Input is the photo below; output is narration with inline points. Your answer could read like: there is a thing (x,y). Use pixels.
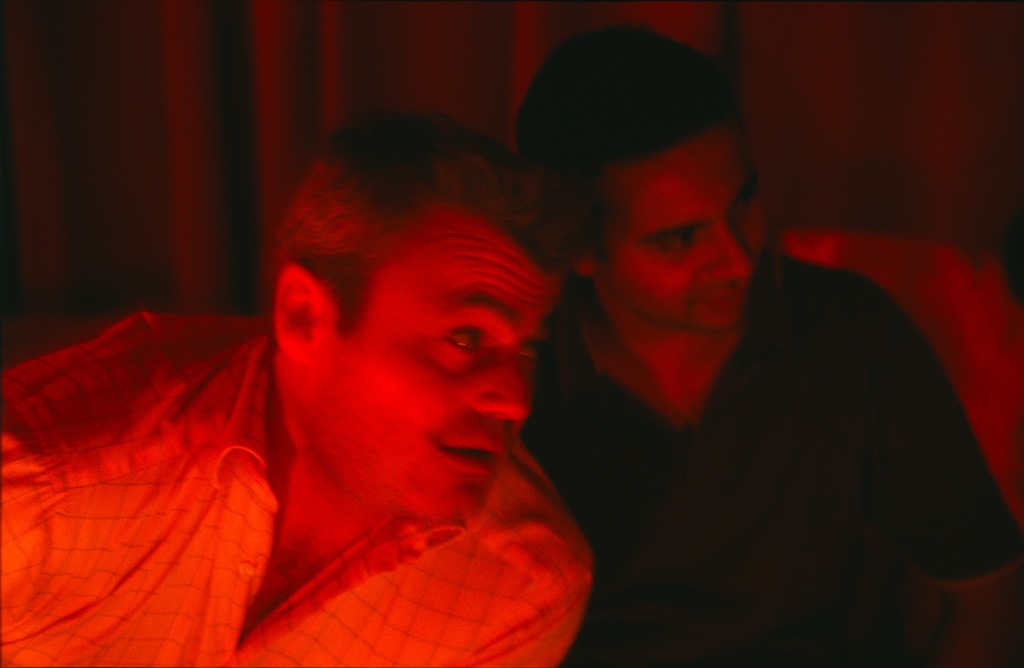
In the foreground of this image (641,475), there is a red light (231,502) on two men (610,533) and the background (205,145) image is not clear.
